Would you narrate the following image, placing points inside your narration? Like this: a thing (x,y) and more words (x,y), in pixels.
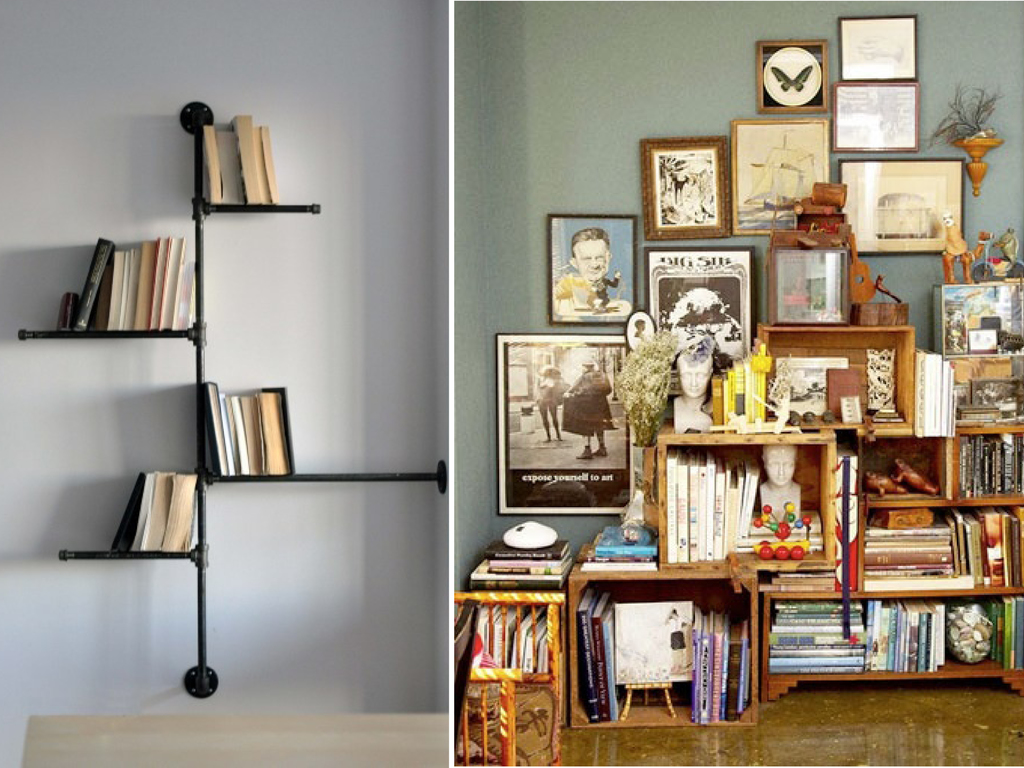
I see this is a collage image and I see number books (928,580) on the shelves (831,559) and I see few photo frames (677,226) over here and I see the floor (999,707). In the background (600,179) I see the wall (521,162) and I see few things (958,259) over here.
